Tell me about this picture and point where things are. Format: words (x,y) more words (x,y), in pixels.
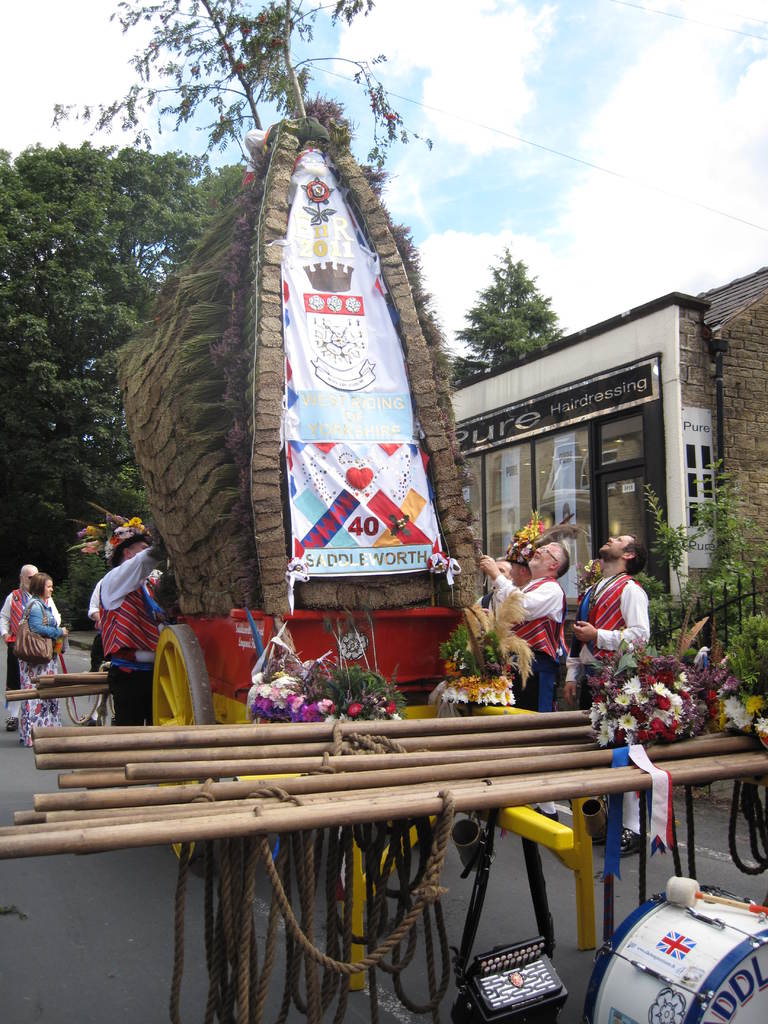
In this image we can see a decorated cart (204,655) and men (586,642) standing beside it. On the cart (290,626) we can see bamboo sticks (380,757), bouquets (443,687), ropes (385,750) and an advertisement (312,513). In the background (616,455) there are buildings (623,433), grills (731,598), trees (31,556), road (700,829), person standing on the road (125,927) and sky (539,129) with clouds (738,176).
